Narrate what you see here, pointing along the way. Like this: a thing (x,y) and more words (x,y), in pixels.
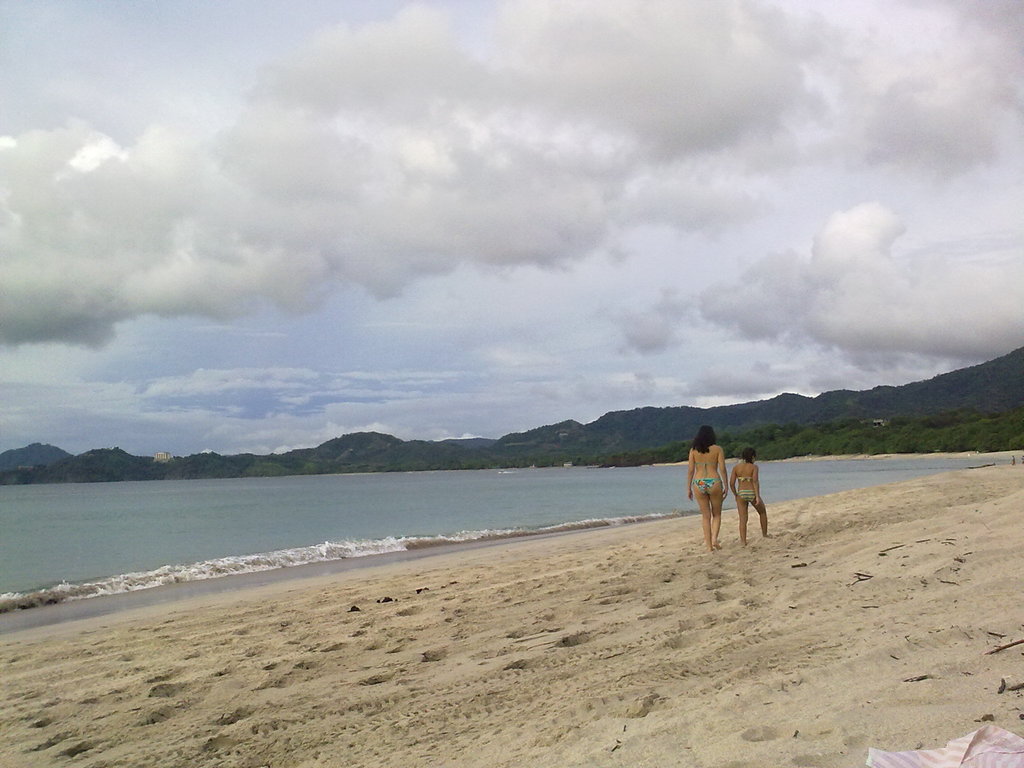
In this image I can see two people (711,483) walking on the sand (671,687). To the right (950,749) I can see the cloth (978,748) on the sand (861,727). To the left (297,511) I can see the water (326,532). In the background (600,437) I can see the trees (608,457), mountains (795,413), clouds (608,32) and the sky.
